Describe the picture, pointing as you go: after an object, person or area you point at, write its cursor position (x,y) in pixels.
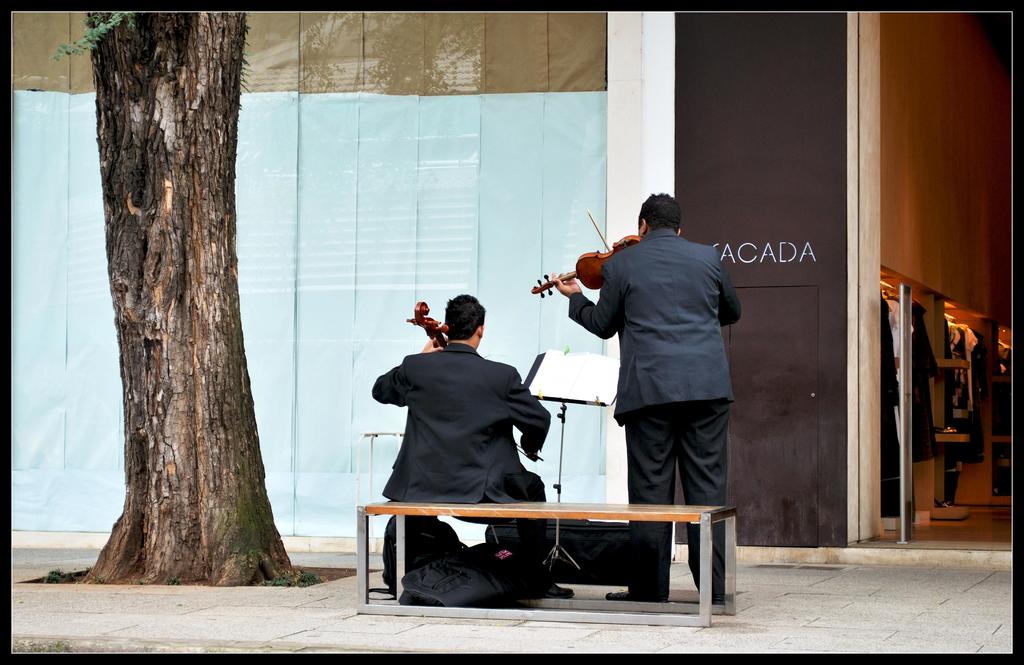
This is a photo. In the center of the image (455,424) we can see two men's (656,332) are holding musical instruments (443,345) and playing and a man (547,421) is sitting on a bench (568,515) and another man (687,454) is standing. In-front of them we can see the stands (594,395) and books (592,394). In the background of the image (601,465) we can see the wall (631,183), door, tree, bags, cupboards (932,383), clothes (979,376), lights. At the bottom of the image (961,623) we can see the floor (929,603).
